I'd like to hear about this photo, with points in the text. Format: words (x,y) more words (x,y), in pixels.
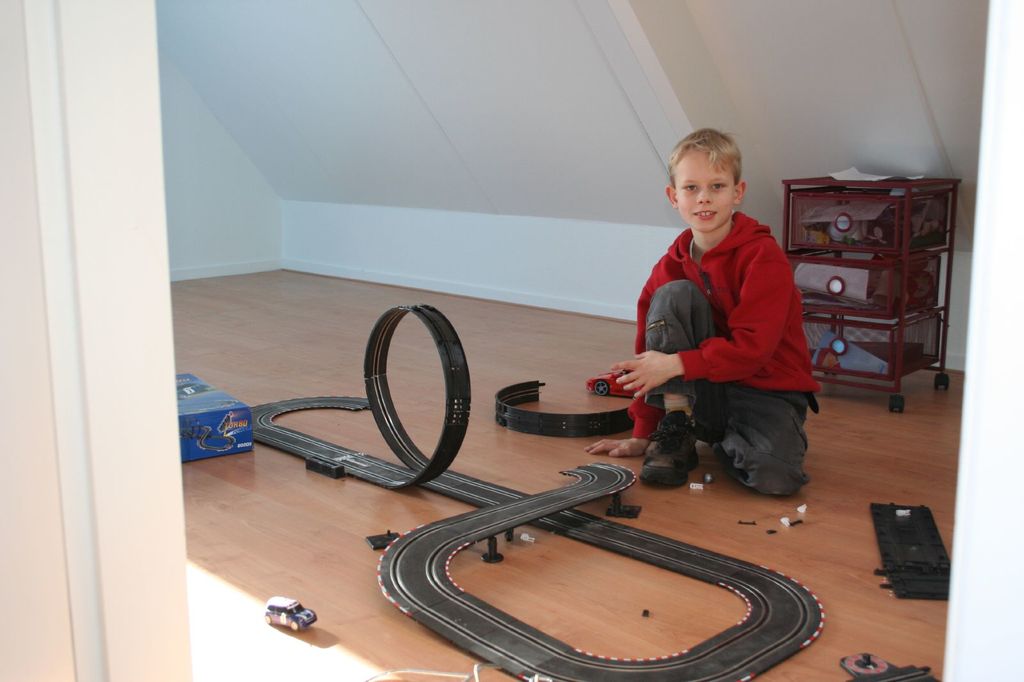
In this picture, we can see a boy (693,310) in the red hood (699,279) is on the floor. In front of a boy (669,393) there are some toys (331,403) and a box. Behind the boy (646,388) there is an object (837,262) and a white wall (566,123).
